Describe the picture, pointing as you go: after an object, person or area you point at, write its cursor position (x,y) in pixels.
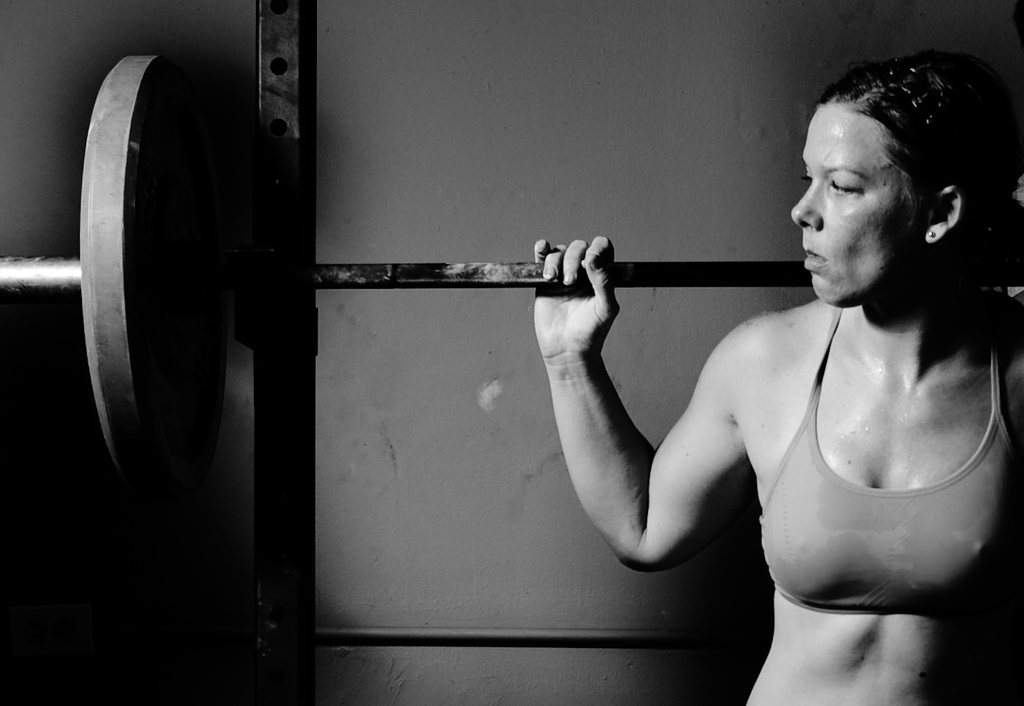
This is a black and white image. In this image we can see a woman (802,431) lifting weights (688,275) on her shoulder (808,367).
